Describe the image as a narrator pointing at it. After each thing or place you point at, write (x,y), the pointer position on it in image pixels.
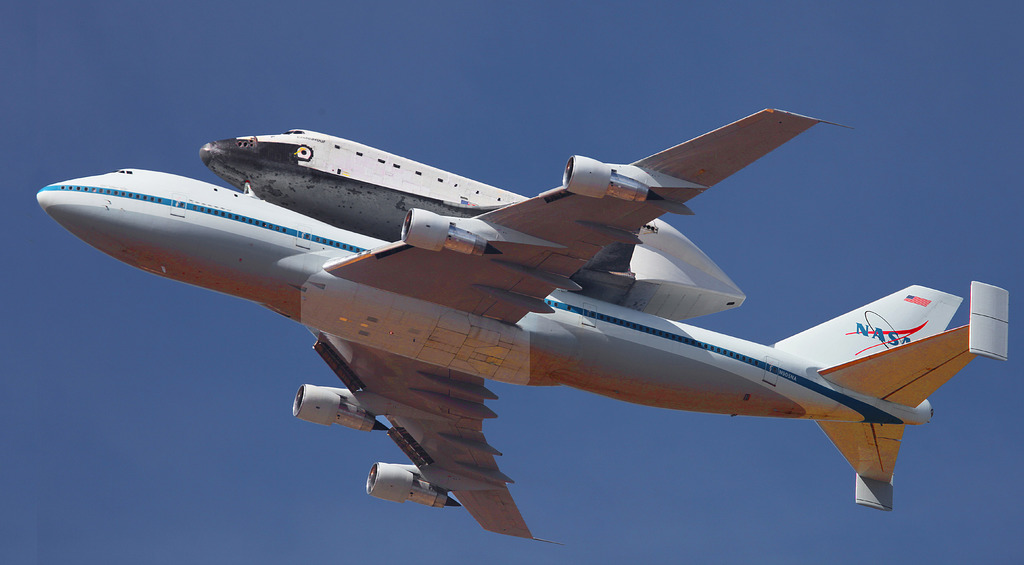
In the picture I can see an airplane (173,177) is flying in the air (307,441) and in the background (317,461), I can see the blue color sky (763,171).
